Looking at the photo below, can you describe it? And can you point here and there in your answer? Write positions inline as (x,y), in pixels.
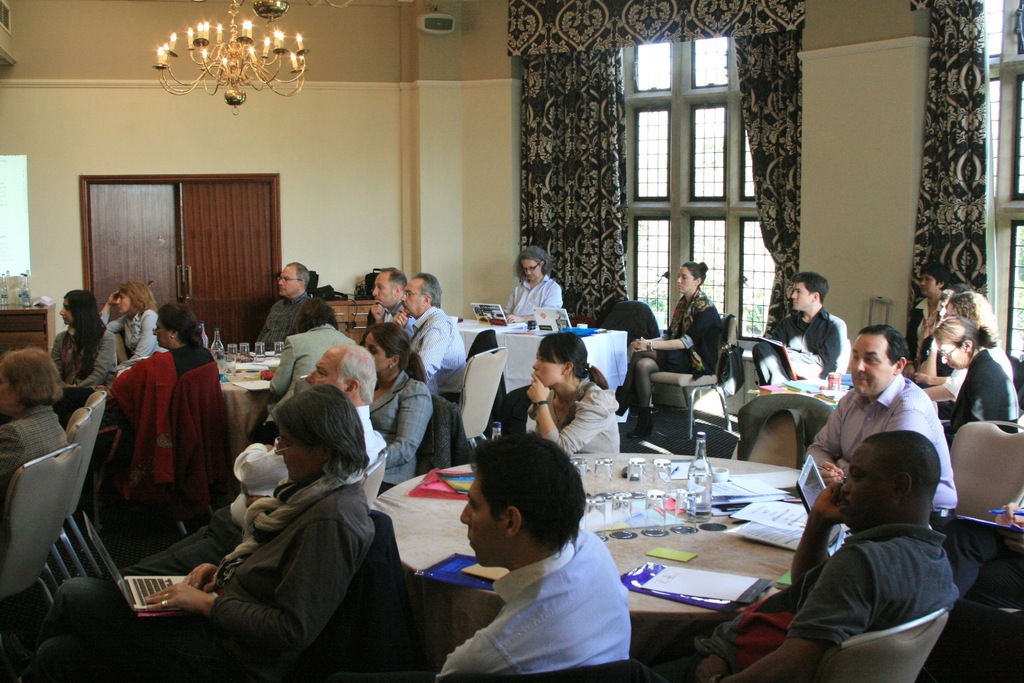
In this picture we can see many people (562,468) sitting in a room (636,179) and looking at someone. Here we have many tables (674,545), chairs (389,574), glasses (687,521), bottles (699,513), papers (675,573), a door (248,234), windows (630,290) with curtains (609,170) and a light chandelier (258,12) hanging from the ceiling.
